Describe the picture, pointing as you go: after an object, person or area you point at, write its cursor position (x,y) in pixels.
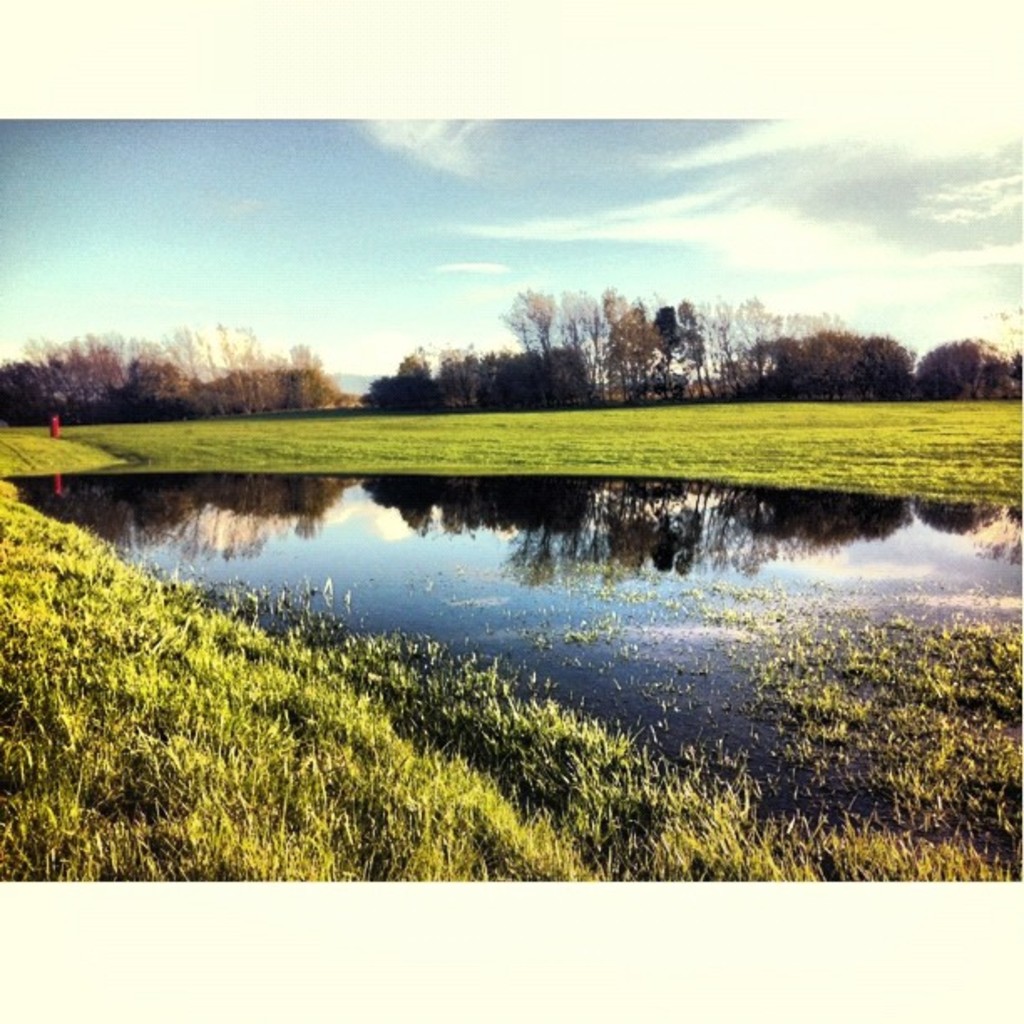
In the middle (577,602) there is water (625,656), there are trees (488,378) at the backside of an image (459,396). At the top (435,129) it is the sky (449,150).
